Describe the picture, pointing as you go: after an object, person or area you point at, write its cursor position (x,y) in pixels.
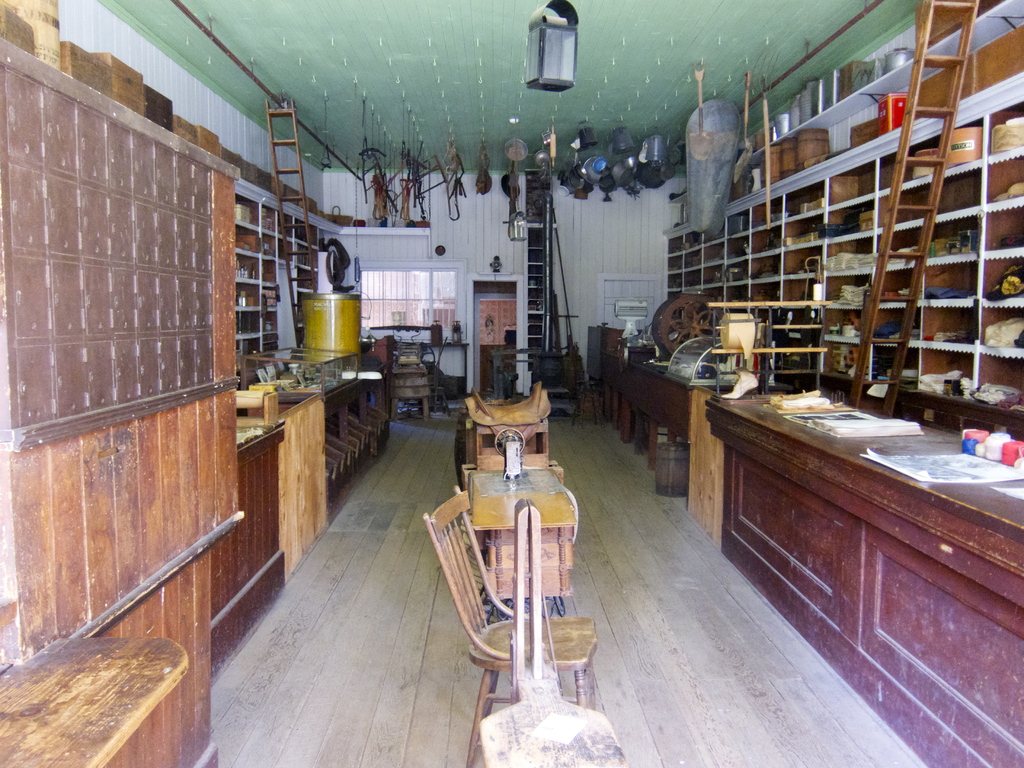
This image is taken in the room (279,410). In this image there are shelves (252,203) and we can see things (851,185) placed in the shelves (287,287). There are ladders (863,360) and we can see tables (260,438). At the bottom (492,667) there is a chair (492,667). In the background (502,232) there is a wall (496,244) and we can see a window (425,296).
